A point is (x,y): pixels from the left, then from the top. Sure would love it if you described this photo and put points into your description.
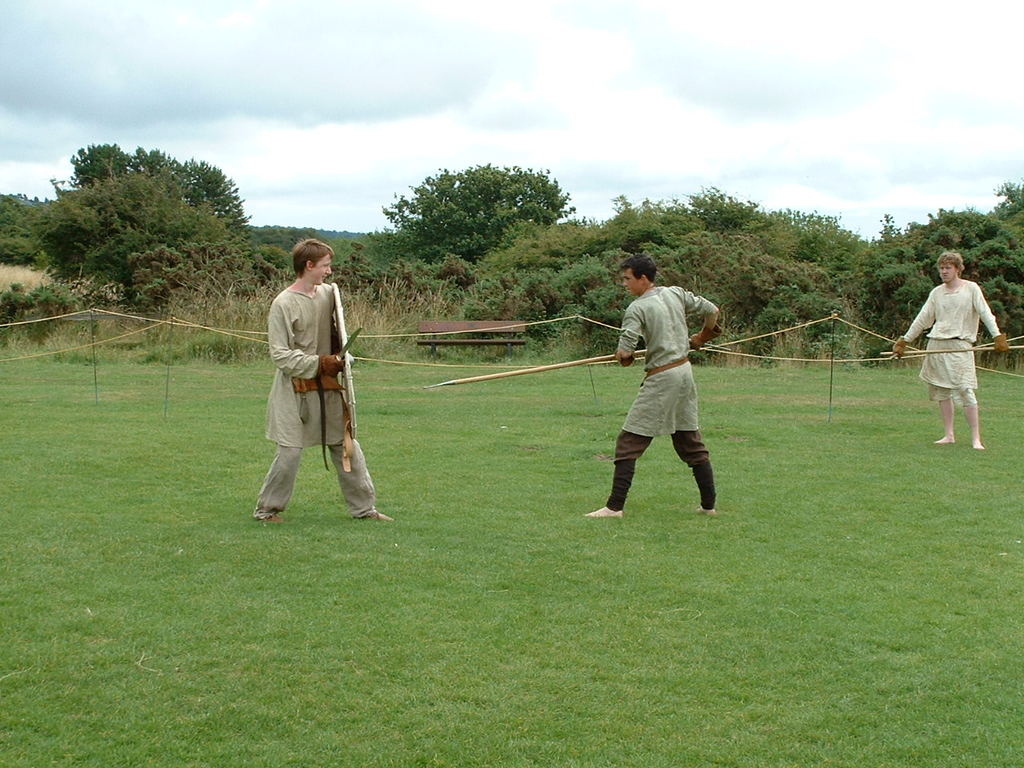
In this picture I can see green grass (452,488). I can see people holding weapons (580,360). I can see trees (502,251). I can see clouds (498,107) in the sky (461,94).
